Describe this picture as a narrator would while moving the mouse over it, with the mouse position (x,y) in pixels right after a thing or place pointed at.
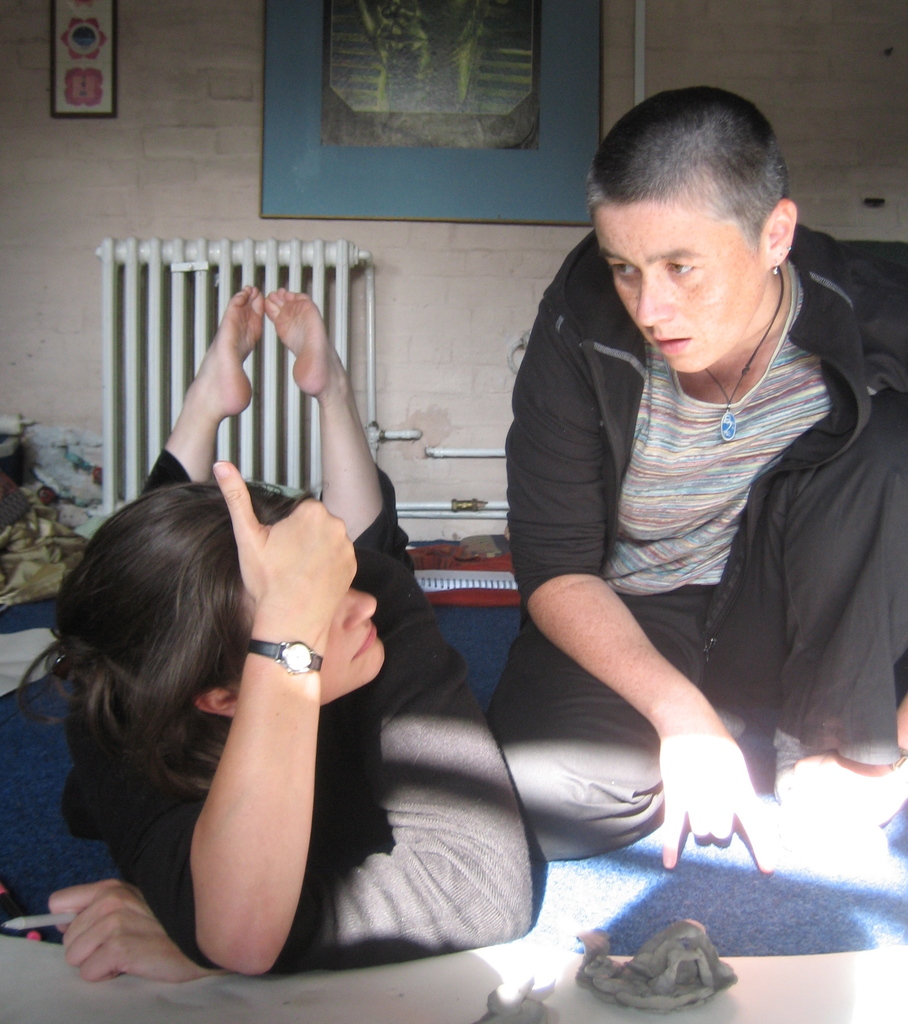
In this image I see 2 persons (528,480) in which this person (316,509) is lying and this person (629,500) is sitting and I see the floor (886,860). In the background (245,369) I see the white color thing (199,278) over here and I see the wall (822,79) and I see 2 frames (291,69) over here.
